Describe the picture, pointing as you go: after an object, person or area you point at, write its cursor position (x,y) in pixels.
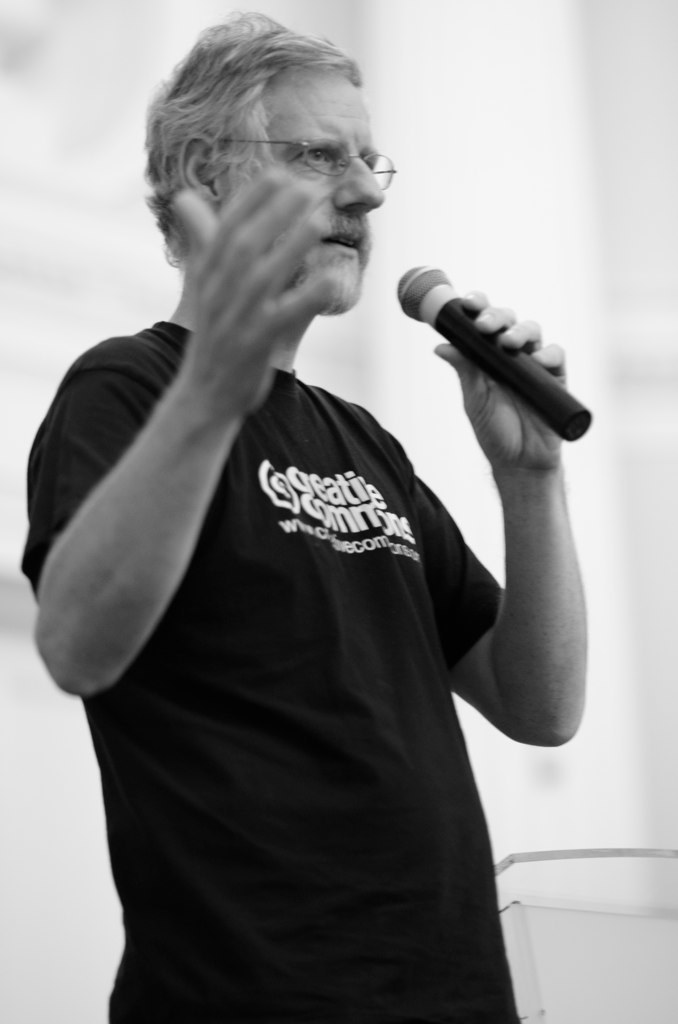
In this image we can see a man (325,489) is standing, he is wearing a black t-shirt (368,536), he is holding a microphone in the hand (502,316), the background (177,25) is blurry.
